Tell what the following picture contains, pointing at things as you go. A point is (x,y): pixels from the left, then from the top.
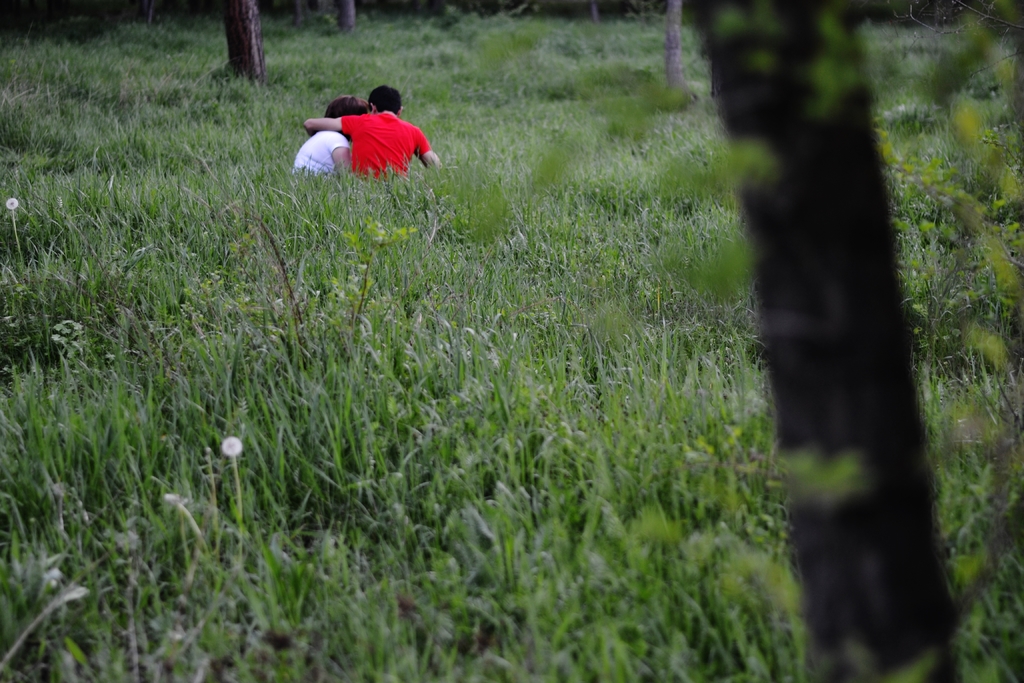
In this picture there are two people (345,128) sitting on the grass (363,390). At the back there are trees (885,198). At the bottom (466,608) there is grass (453,612) and there are white color flowers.
